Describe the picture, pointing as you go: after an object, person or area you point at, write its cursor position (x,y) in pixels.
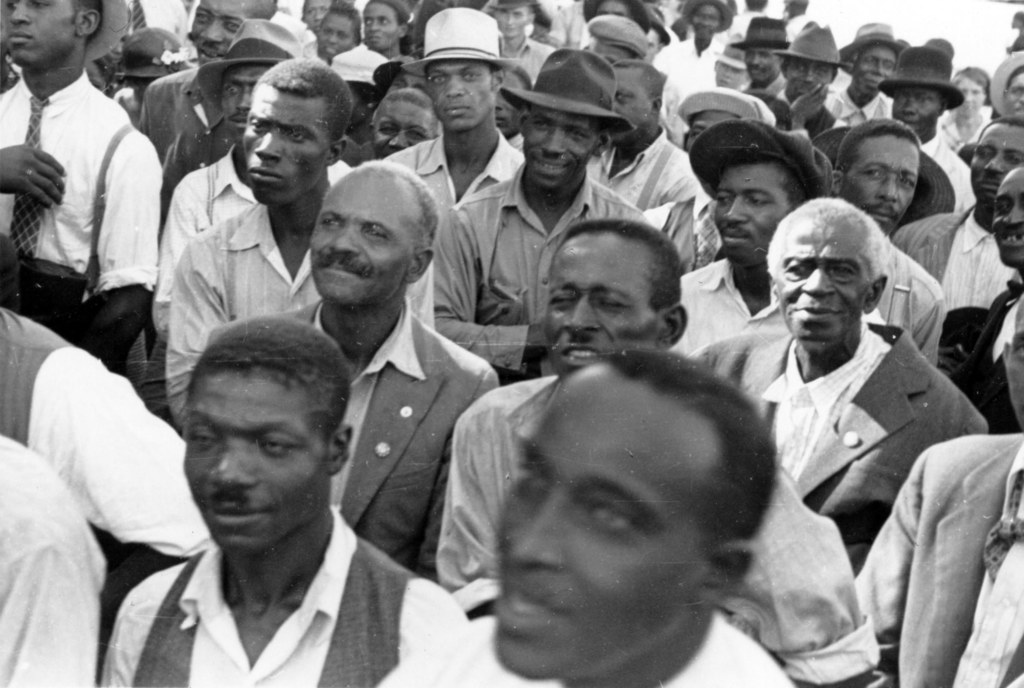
It is the black and white image in which we can see that there are so many people (418,353) who are standing one beside the other in the group (641,223). There are few people (557,141) in the middle (490,276) who are wearing the caps (473,27).
